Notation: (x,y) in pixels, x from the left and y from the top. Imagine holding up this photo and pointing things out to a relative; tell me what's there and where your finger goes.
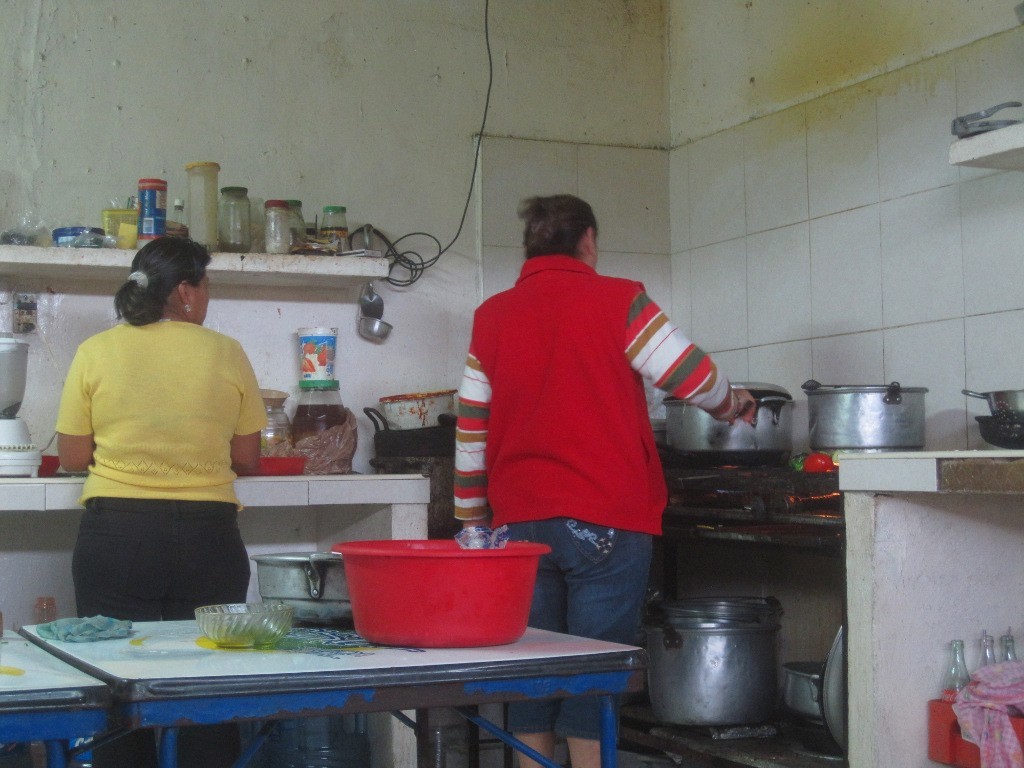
This picture shows a kitchen (300,439) where two women (135,449) standing and we see plastic tubs (347,574) and vessels (303,565) on table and we see few vessels (755,445) on the stove (692,458) and we see a mixer (10,379) and few bottles (307,402) on the counter top (345,487).
